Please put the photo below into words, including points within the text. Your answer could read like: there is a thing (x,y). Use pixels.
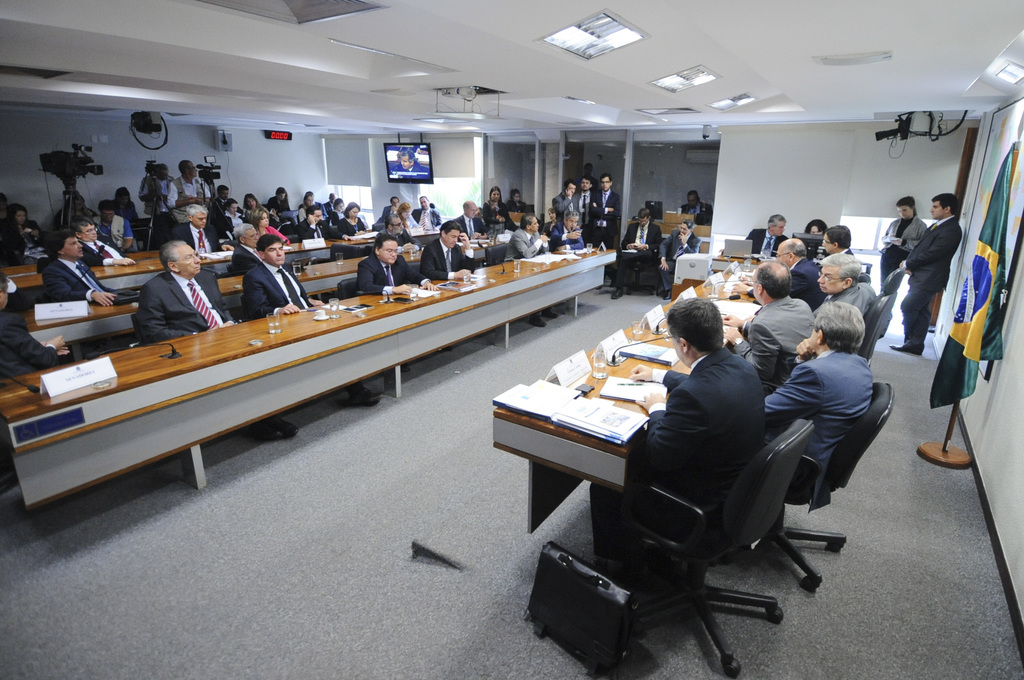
In the foreground of this image (782,429), on the right (802,287), there are few men (839,277) sitting on the chairs (770,480) in front of table (622,408) on which there are books (608,420), files (603,408), mics (614,358) and glasses (601,357). At the bottom (576,566), there is a black color bag (565,560) on the floor (349,614). We can also see a flag (986,353), a board (992,181) and few lights (637,40) to the ceiling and two people (938,242) standing. In the background (325,244), there are people (396,273) sitting in desks (408,258), a screen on the wall (384,141), video cameras (59,162) to the stands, wall (35,169), ceiling (272,105) and few people (603,212) standing near the glass wall (600,170).
